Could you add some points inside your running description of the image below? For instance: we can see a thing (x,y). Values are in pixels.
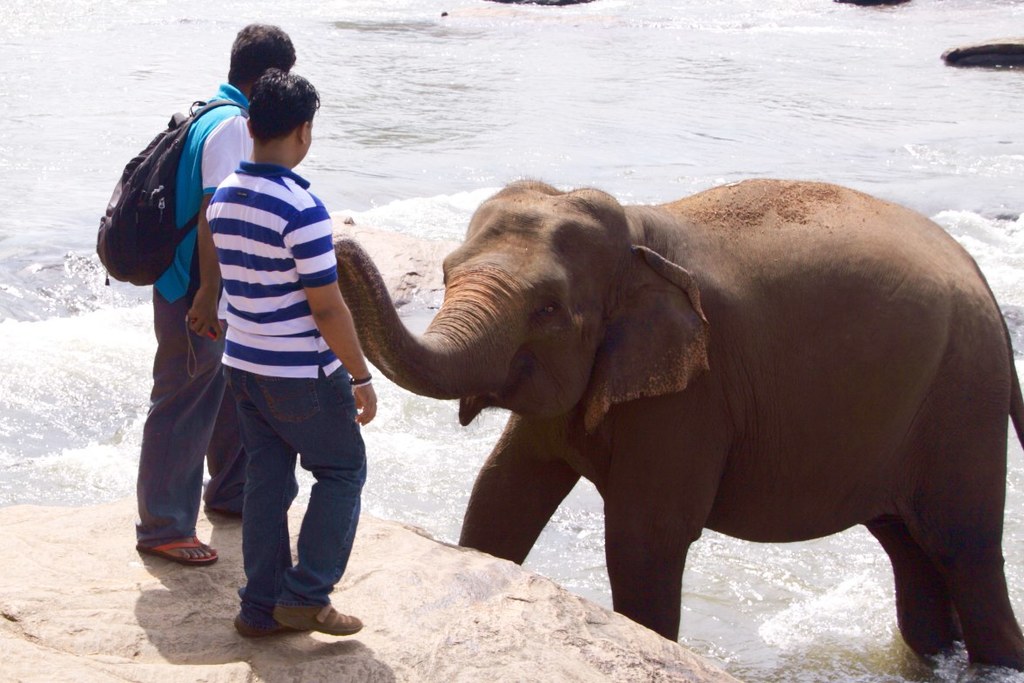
This is the photo of a river bank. In the middle (536,310) we can see an elephant (552,309). In front of the elephant (490,290) there are two persons (260,408). One person (262,458) is wearing a blue and white striped shirt (269,280) and jeans (355,443). Beside him another person (207,161) is wearing a blue and white shirt (195,138) and a pant (173,334), he is carrying a backpack (135,192). In the background (820,124) we can see water (434,146) and stones (974,56).
